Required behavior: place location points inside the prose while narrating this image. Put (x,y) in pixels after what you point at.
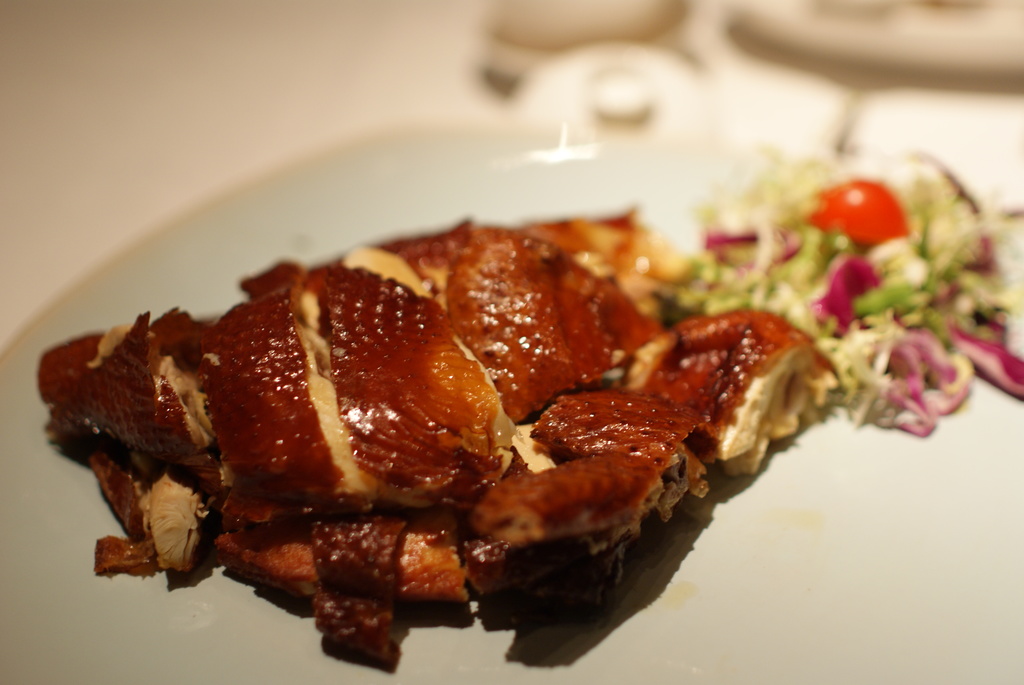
In this image we can see some food items (481,349) on an object (204,270) looks like a plate (789,547) and a blurry background (615,111).
